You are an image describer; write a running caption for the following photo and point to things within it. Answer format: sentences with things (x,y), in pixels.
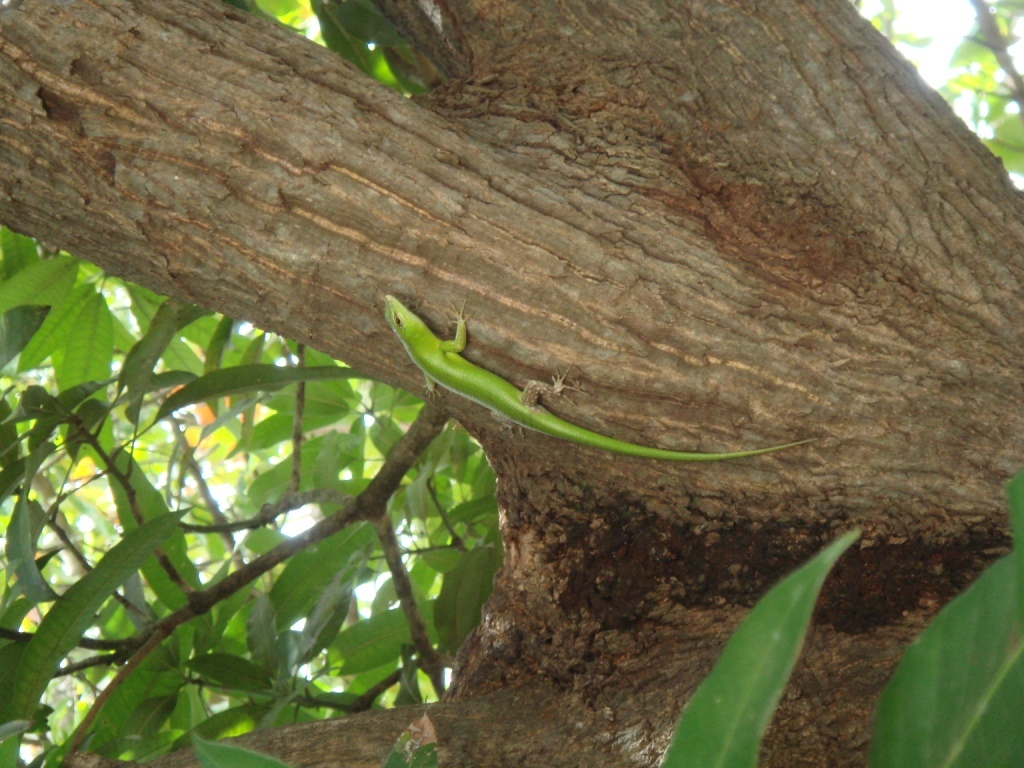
In the image we can see a tree (358,343), on the tree (603,296) there is a lizard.
